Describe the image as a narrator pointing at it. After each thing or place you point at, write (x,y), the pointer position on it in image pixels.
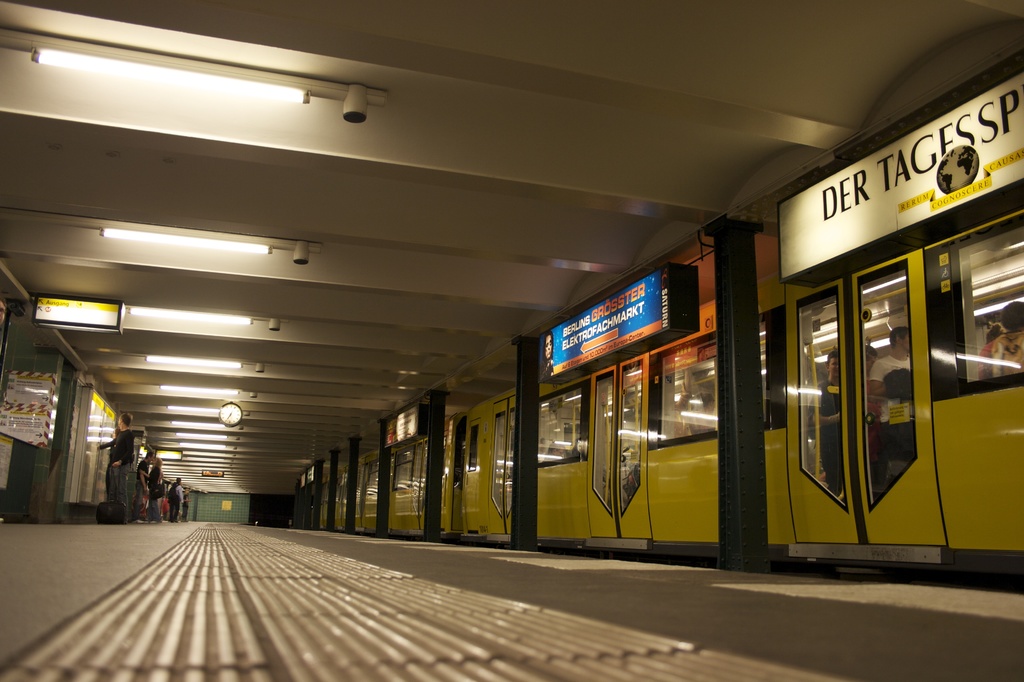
This is the picture of a place where we have some doors (819,421) which has some boards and also we can see some lights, clock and some people (174,511) on the floor (178,590).
